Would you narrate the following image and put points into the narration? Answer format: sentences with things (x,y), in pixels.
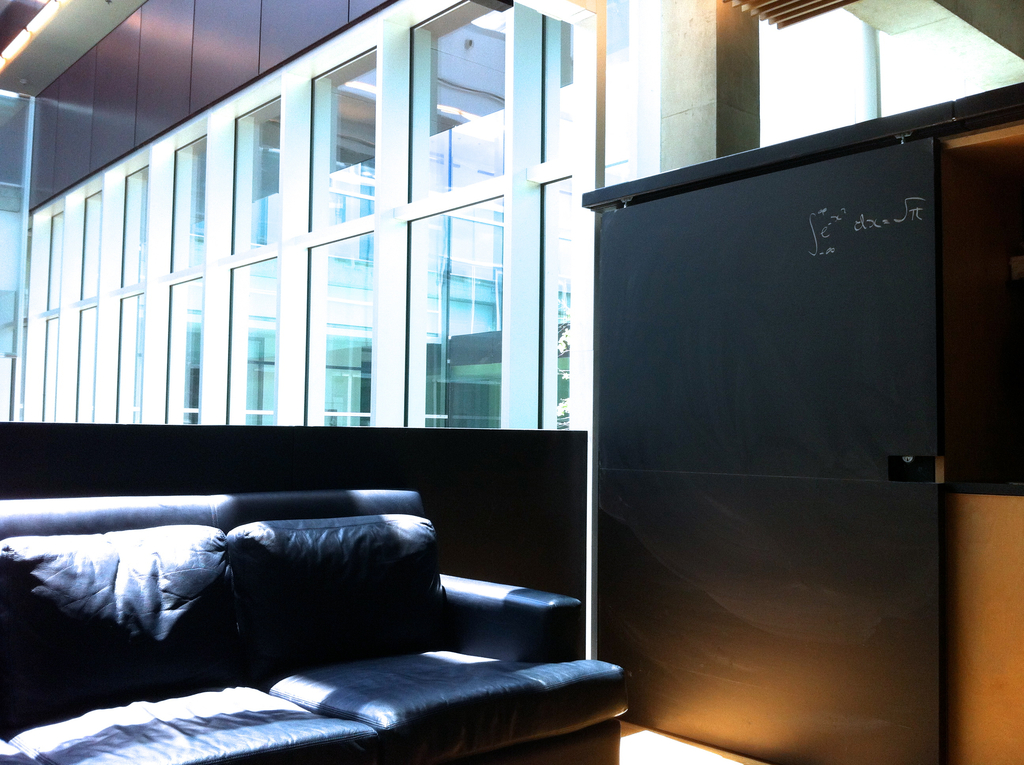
This is a picture taken in a room (753,625). In the foreground of the picture (347,587) there is a couch (302,669). In the background (474,273) there are glass windows (280,201), outside the window (349,97) we can see the building (486,153).
